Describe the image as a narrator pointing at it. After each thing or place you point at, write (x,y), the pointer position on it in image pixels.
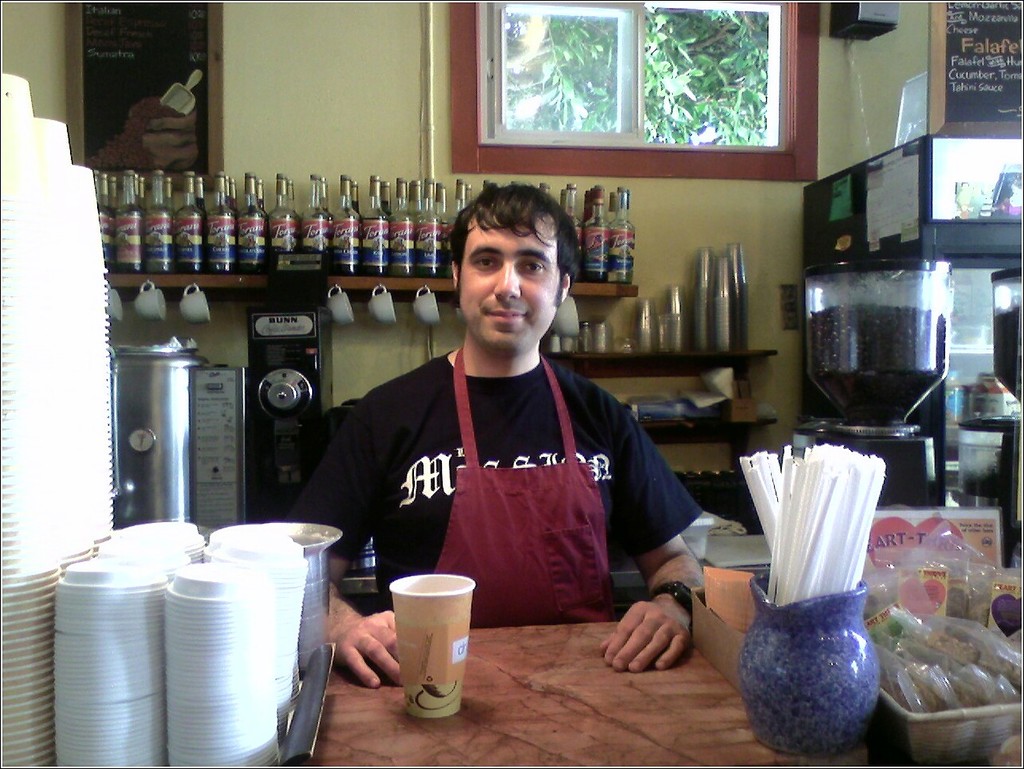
In the foreground (712,758) I can see cups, lids (168,661), snacks (905,701) in a tray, pipes (796,597) in a jar (802,680), glass (433,639) on the table (473,633) and a person (550,562). In the background (378,239) I can see cups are hanged, bottles (392,243), fridge (855,231), wall paintings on a wall (449,76), shelves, board (992,87) and so on. This image is taken may be in a restaurant (308,18).
